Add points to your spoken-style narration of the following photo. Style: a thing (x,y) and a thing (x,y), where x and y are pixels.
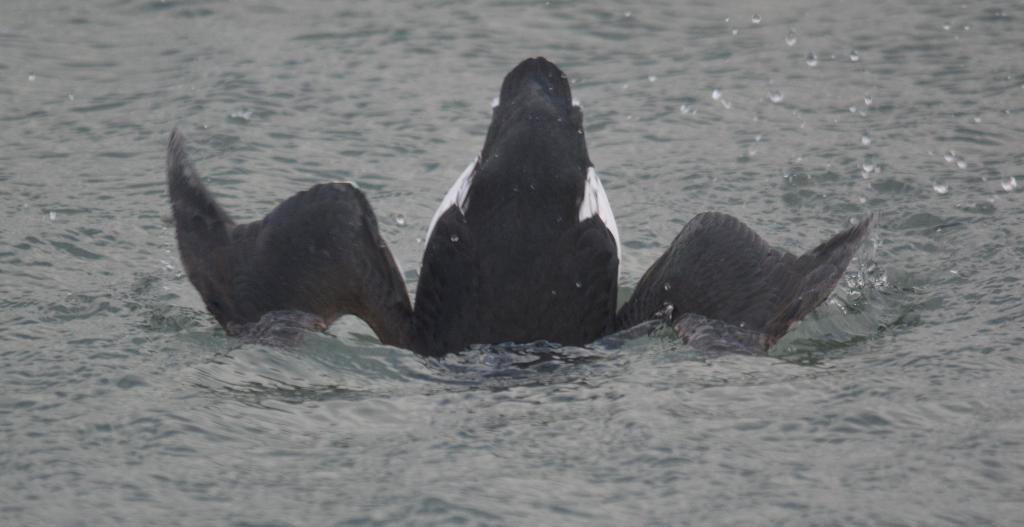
In this image we can see a bird (460,347) in water (425,406).
